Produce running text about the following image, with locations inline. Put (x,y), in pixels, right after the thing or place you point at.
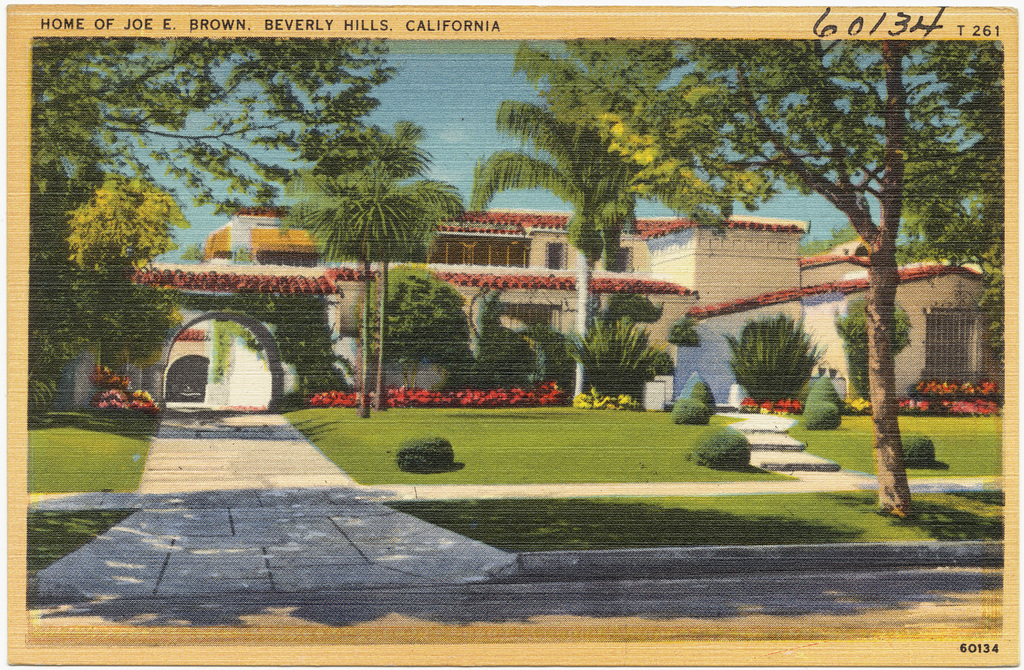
In this picture I can see a depiction image, where I can see the grass (480,448), few bushes (914,442), plants (50,367), flowers (913,408) and number of trees (50,367). In the background (565,257) I can see a building (535,230) and the sky (443,95) and I see something is written on the top (89,29) and bottom sides of this picture.
